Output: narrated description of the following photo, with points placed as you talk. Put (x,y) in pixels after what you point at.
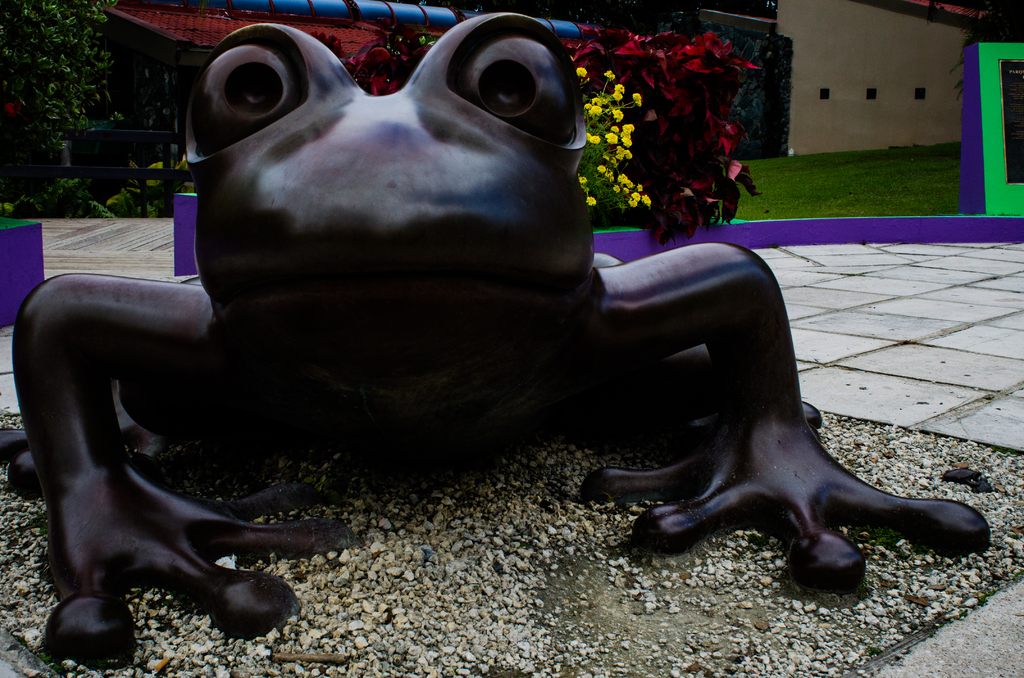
In this picture we can see the statue (582,394) of a frog (475,140). Here we can see many small stone (568,549). In the back (751,4) we can see plants (741,63), trees (586,4), flowers (581,69), building (761,32) and shed (369,40). Here we can see grass (931,164) near to the concrete board (995,125).
